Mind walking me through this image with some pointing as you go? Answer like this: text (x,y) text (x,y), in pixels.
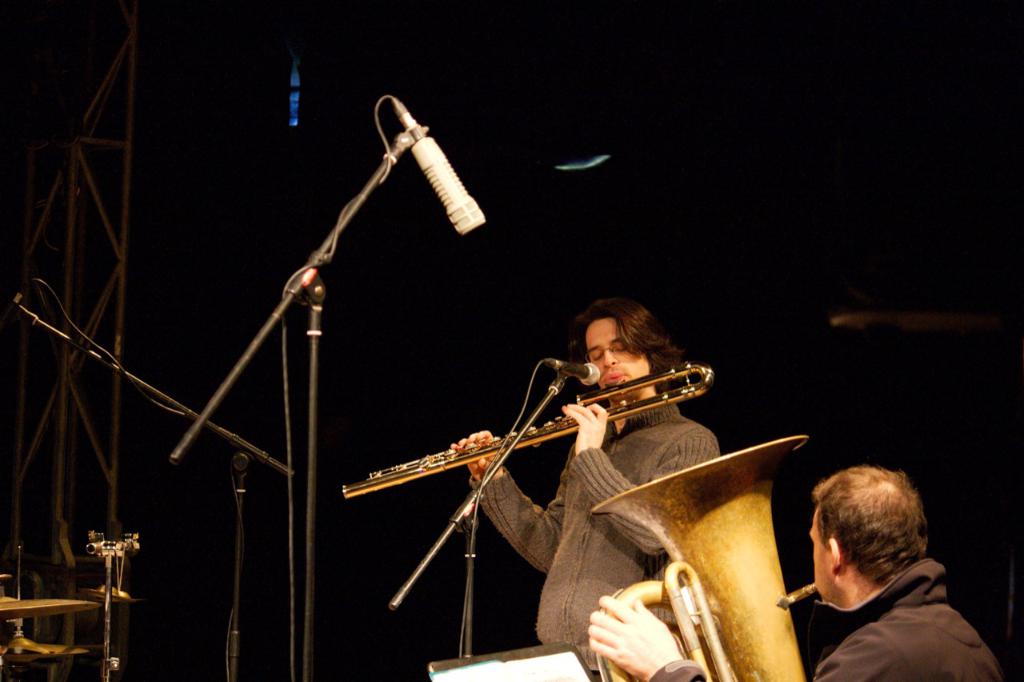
In this image, there are a few people (599,433). Among them, we can see a person (611,354) playing a musical instrument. We can see some microphones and stands (306,671). We can also see some musical instruments (605,676). We can see a metal object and the dark background (151,21). We can also see an object (549,678) at the bottom (534,681).
